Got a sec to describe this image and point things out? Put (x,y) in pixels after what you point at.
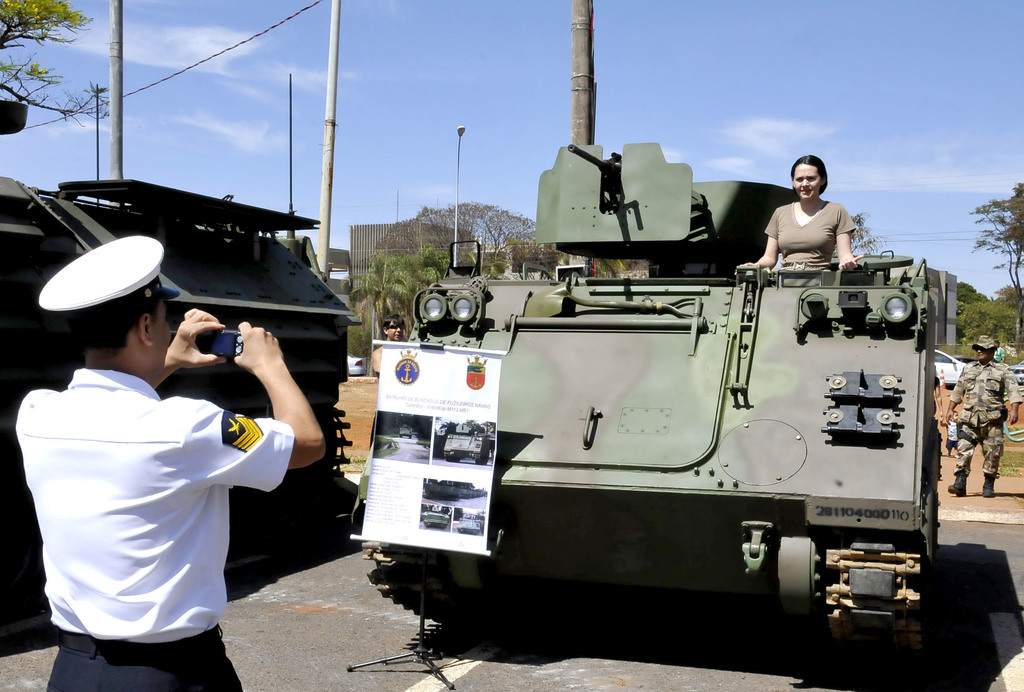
This picture describes about group of people (842,221), and we can see a woman (833,207) on the tank (781,300), in front of the tank (793,310) we can see a man (106,378) is holding a camera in his hands (189,333), in the background (523,225) we can see few vehicles (942,360), poles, trees (512,236) and buildings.
